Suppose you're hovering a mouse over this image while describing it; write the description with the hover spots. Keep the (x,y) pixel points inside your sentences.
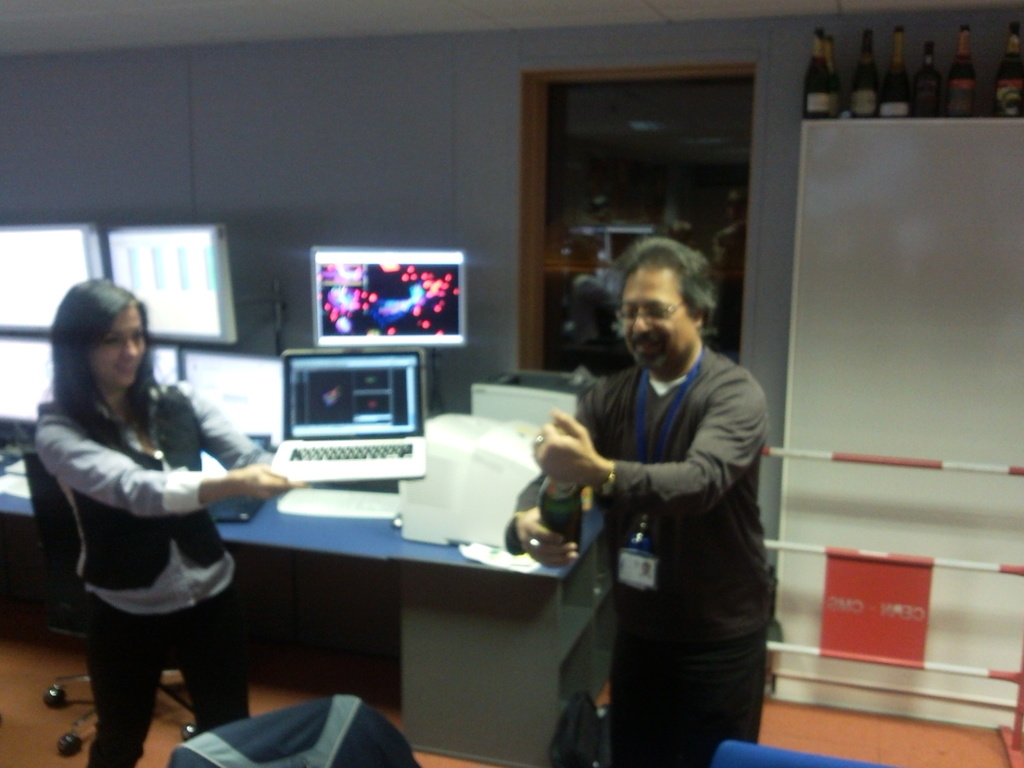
In this picture there are two people (635,367), one of them is holding a glass bottle (562,503) in his hand (587,460) and the other is holding a laptop (341,437). We observe many monitors (199,336) placed on top of the table (291,522) and there is a glass window (564,180) in the background (583,181). There are also glass bottles (819,84) kept on top of a white container (925,303).
